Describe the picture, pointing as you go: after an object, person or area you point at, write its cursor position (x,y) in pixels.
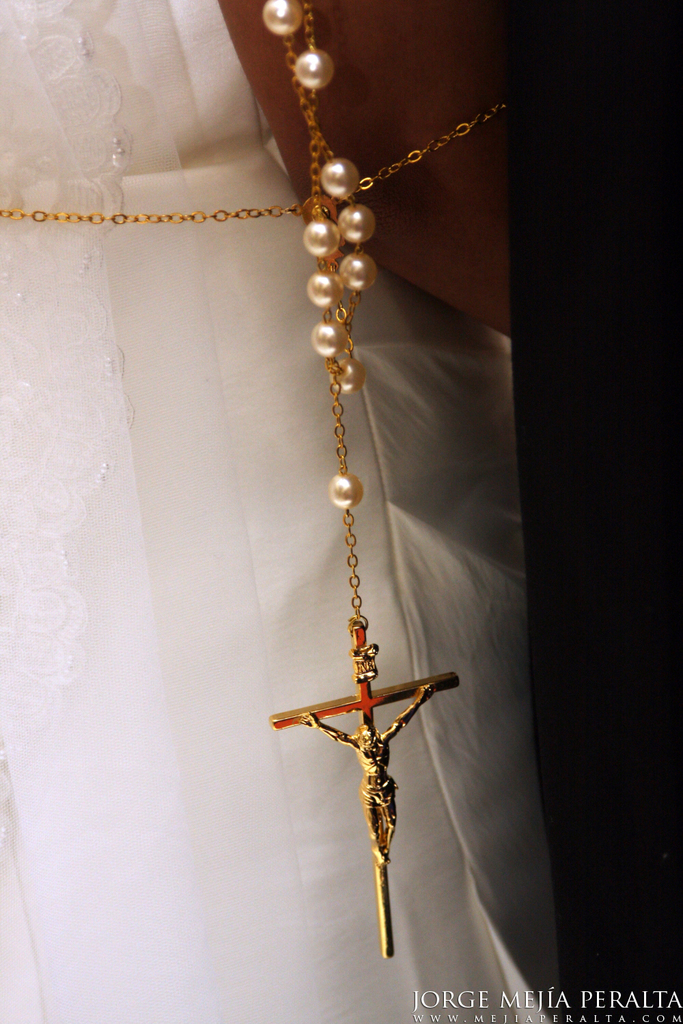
In this image I can see the person (216,292) wearing the white color dress (186,289) and I can see the chain (330,264) which is in gold color.
